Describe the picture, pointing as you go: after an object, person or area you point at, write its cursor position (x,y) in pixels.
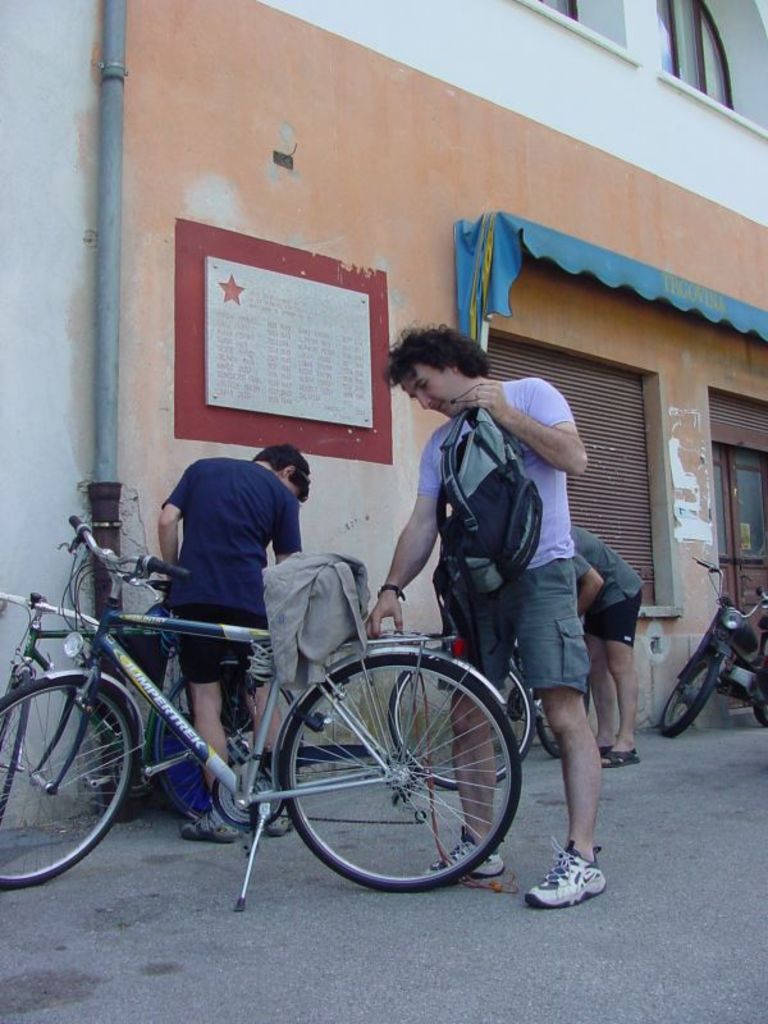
In this image we can see persons (202,650), bicycles (51,763), bags (475,576) and other objects (279,600). In the background of the image (395,259) there is a building (571,191), name board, vehicle (725,611) and other objects (487,242). At the bottom of the image (595,966) there is the floor (599,955).
